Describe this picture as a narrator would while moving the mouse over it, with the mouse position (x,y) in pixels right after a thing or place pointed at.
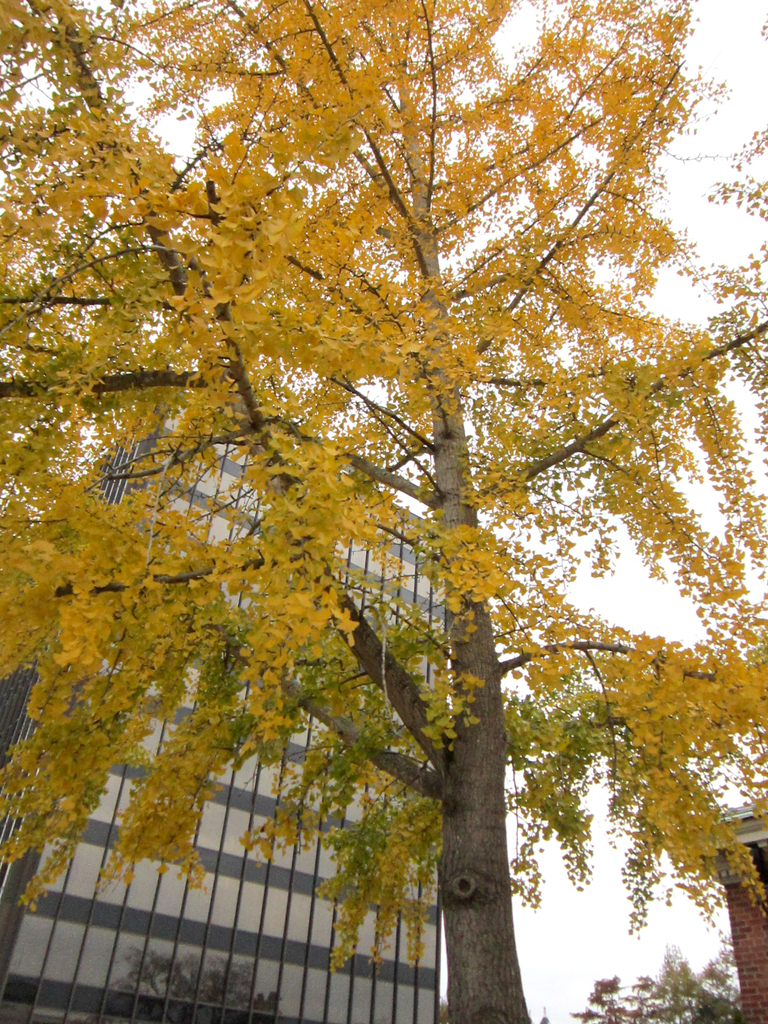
We can see tree (114,317). In the background (227,997) we can see building (757,939), tree (667,1011) and sky (599,933).
